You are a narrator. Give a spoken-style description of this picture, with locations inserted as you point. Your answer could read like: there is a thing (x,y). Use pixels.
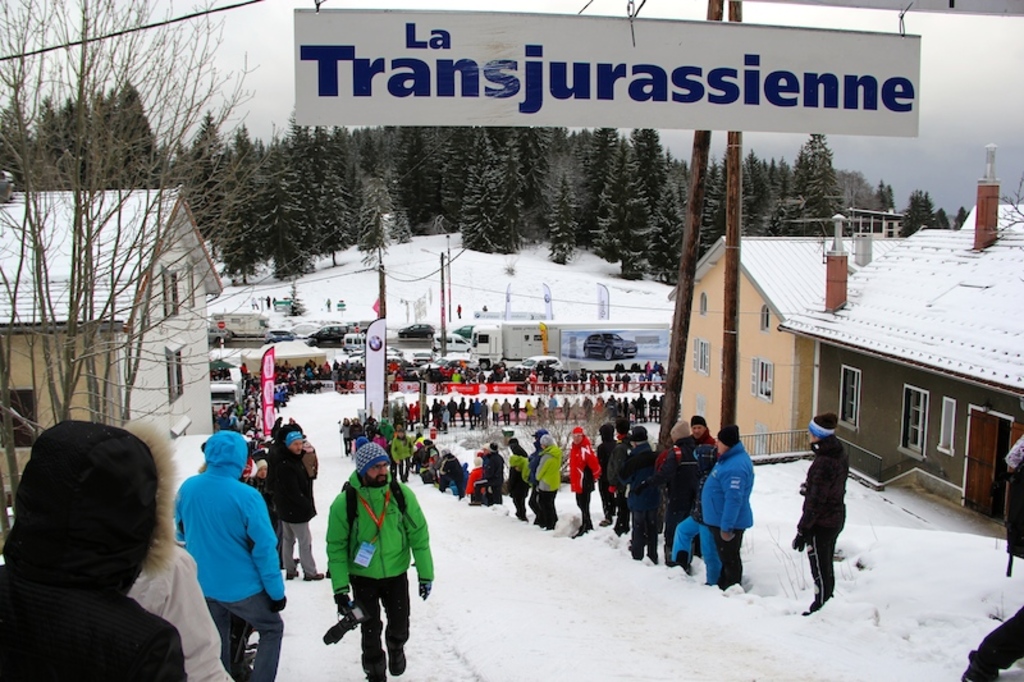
There is a lot of snow (784,557) and it looks like some ski race is going to take place, there is a huge crowd (380,425) standing in a row, some people (366,554) are holding cameras (359,605) in their hand (343,610). Around the people (270,302) there are some vehicles (426,329), houses (781,243) and trees (340,189).
